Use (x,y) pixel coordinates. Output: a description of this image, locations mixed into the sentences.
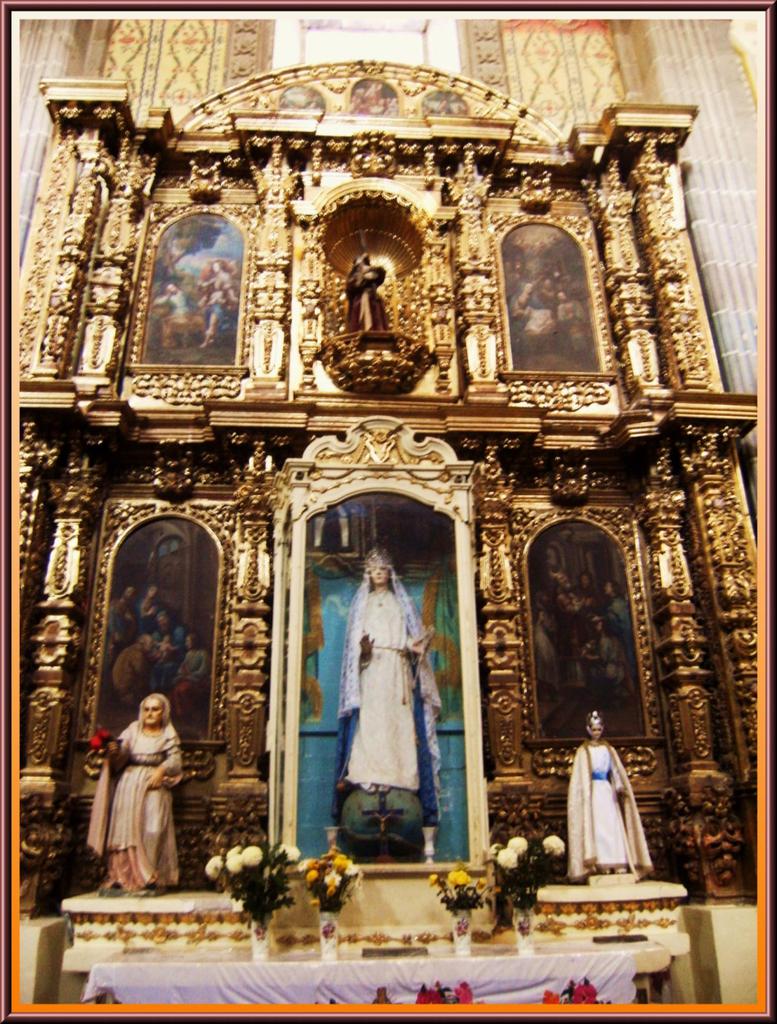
In this picture we can see a table (156,998) with flower vases (261,938) in front of a golden wall (183,778) with many paintings (556,237) on it.
